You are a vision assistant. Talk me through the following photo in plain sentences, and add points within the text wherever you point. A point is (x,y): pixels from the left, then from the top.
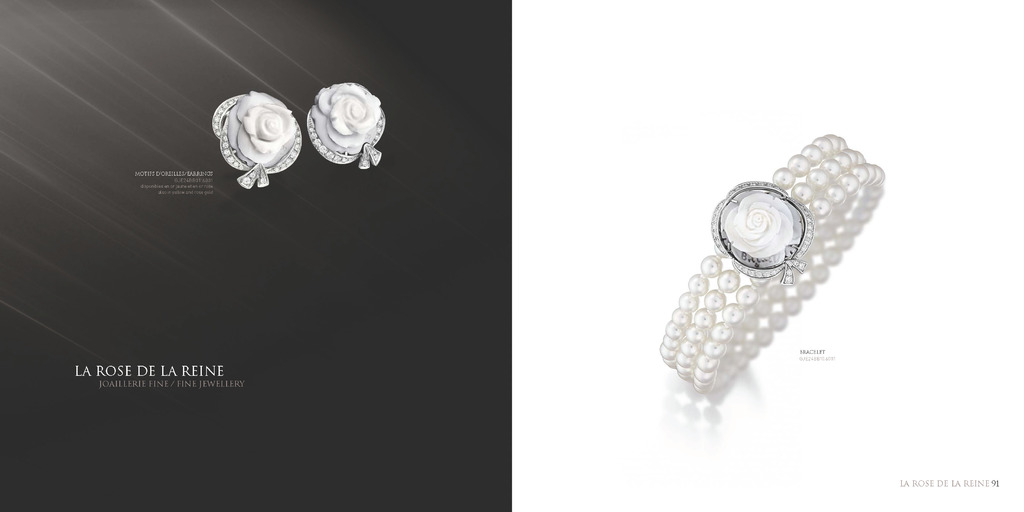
On the left side of the image (259,157) we have ornaments (228,156) which are made of stones (255,171) and a flower shaped image (249,128) is there and a text (202,185) was written in the foreground of the image (161,364). On the right side of the image (768,256) we can see a bangle shaped ornament (705,325) with pearls (693,348), stone (808,215) and flower shaped image (761,241) on it and a text (927,479) was written in the foreground of the image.
